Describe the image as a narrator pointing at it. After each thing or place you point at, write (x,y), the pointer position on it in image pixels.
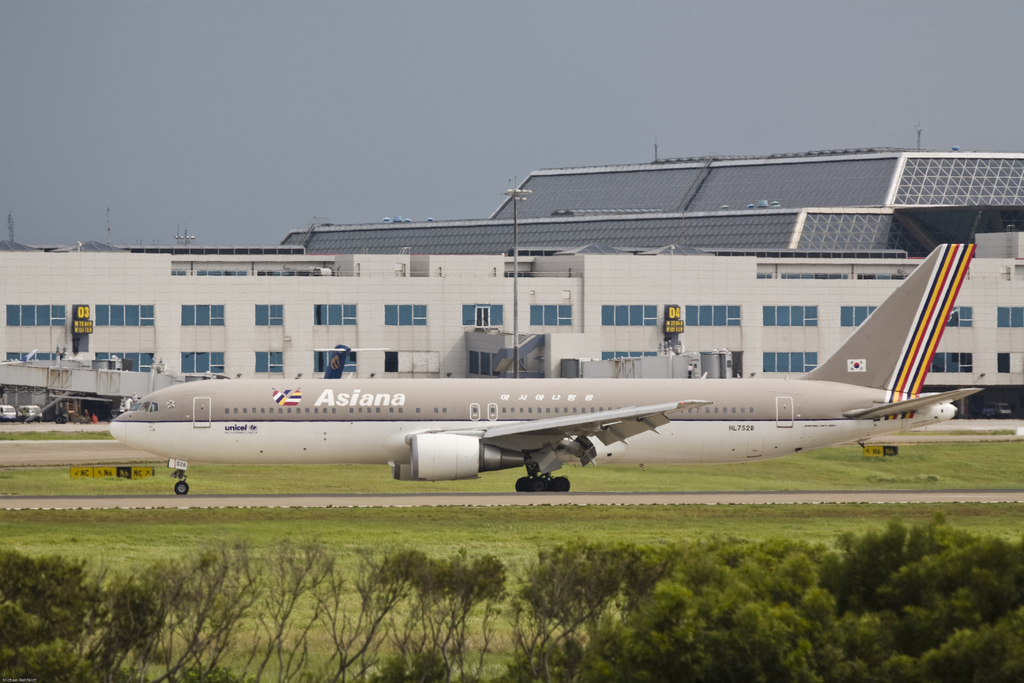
In this image I see an aeroplane (684,387) over here and I see something written on it and I see the grass (629,487) and I see a building (587,290) over here and I see a pole (517,199). In the background (404,22) I see the sky (465,73) and I see few plants (41,579) over here.
